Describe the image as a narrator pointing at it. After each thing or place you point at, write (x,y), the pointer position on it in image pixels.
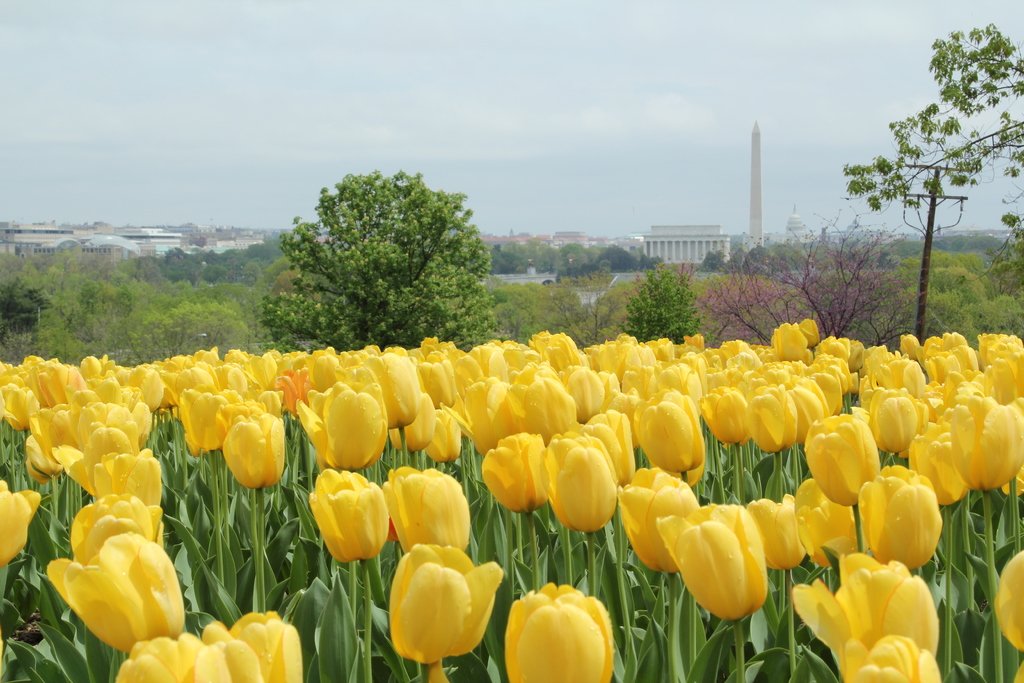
This picture might be taken from outside of the city. In this image, we can see flowers (320,398). In the background (631,290), we can also see some trees (353,225), buildings (507,243), towers (758,133). On the top (722,130), we can see a sky (897,11).
